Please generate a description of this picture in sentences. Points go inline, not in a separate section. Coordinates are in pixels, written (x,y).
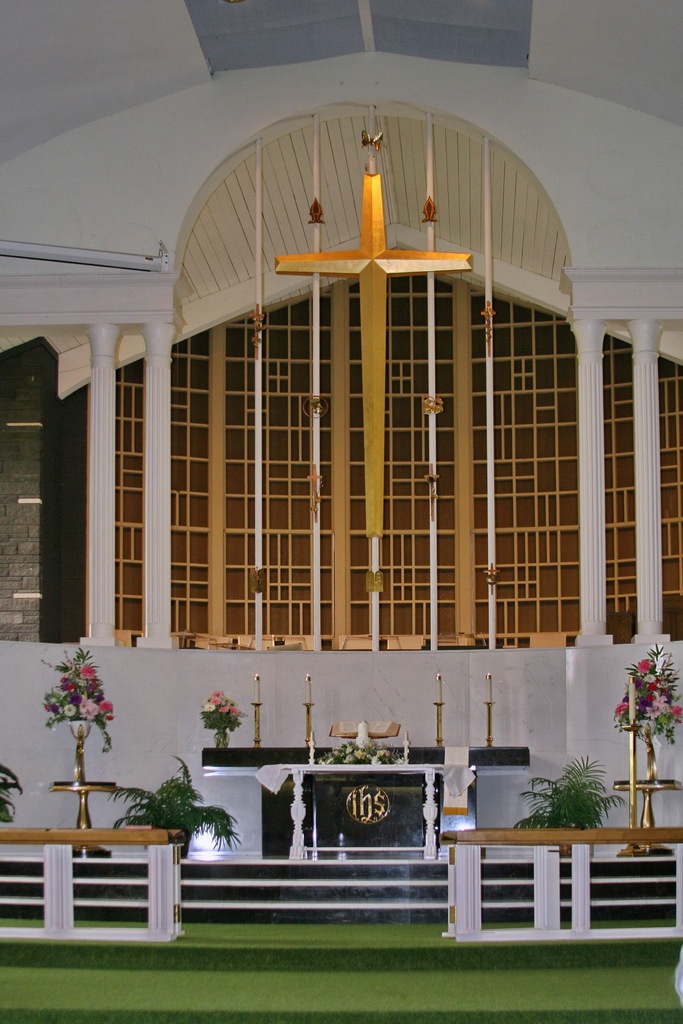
In this picture we can see a cross (375,407), pillars (642,440), flower vases (207,704) on stands (658,787), candles (256,691) and in the background (526,100) we can see wall (623,525).
